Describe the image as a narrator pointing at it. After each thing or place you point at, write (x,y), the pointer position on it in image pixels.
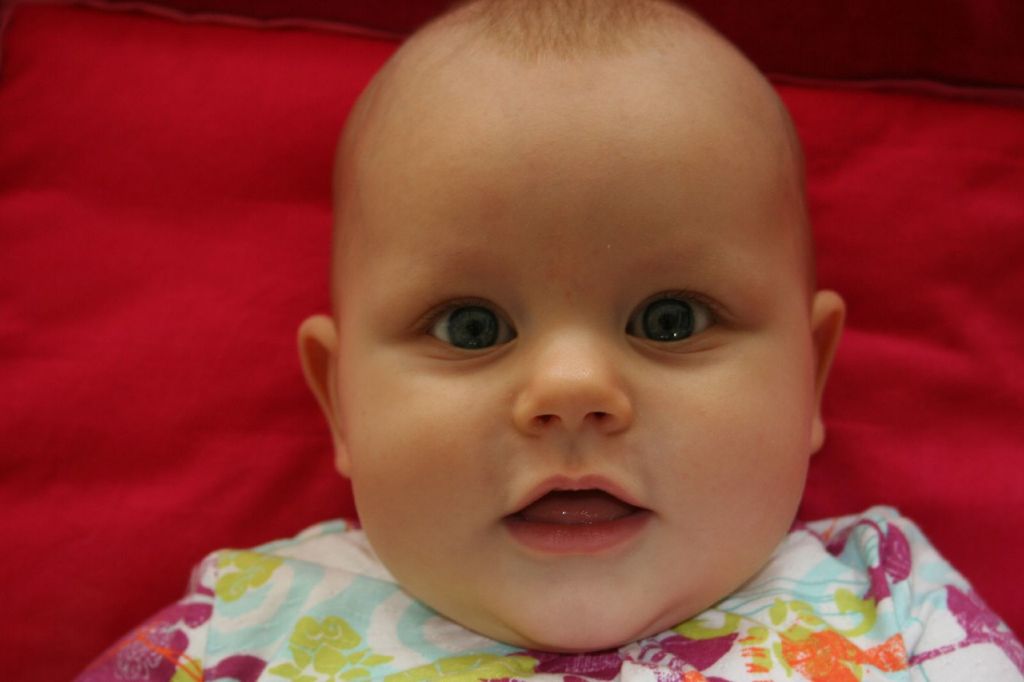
In this picture I can see a baby (451,227) lying on the pillow (86,513).
